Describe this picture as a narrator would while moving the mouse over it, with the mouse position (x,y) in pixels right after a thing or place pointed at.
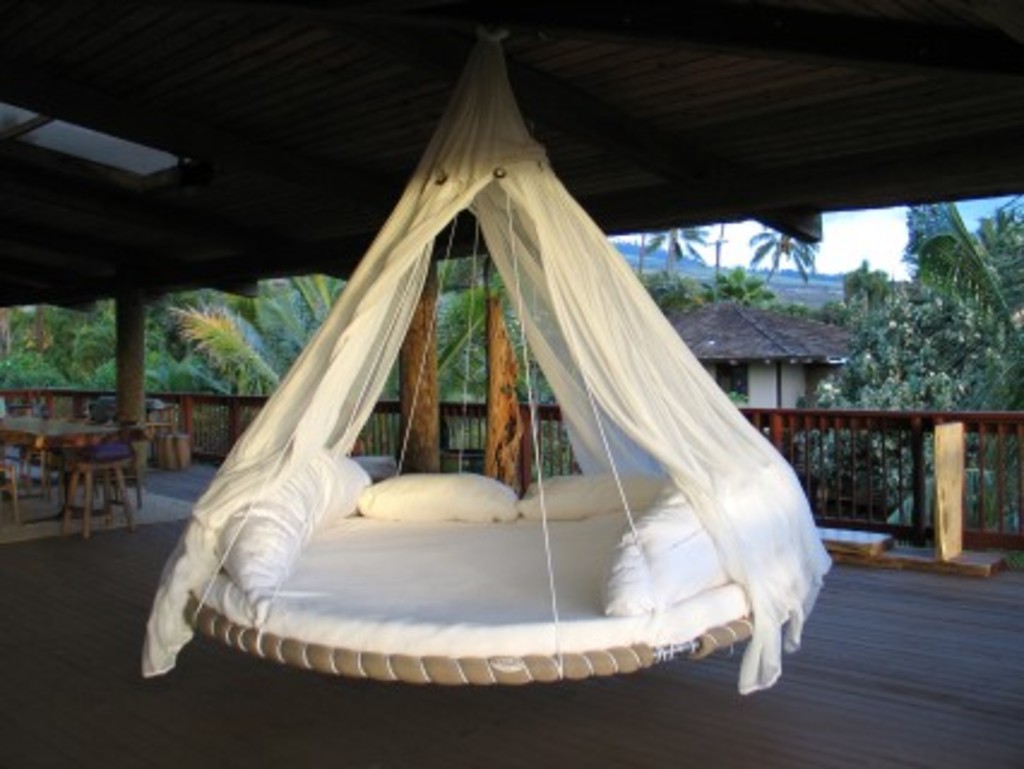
At the center of the image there is a round bed (487,518) hanging to the ceiling (451,49), on the left side of the image (59,439) there is a table (65,436) and stools (86,464) and there is a railing (44,392). In the background (781,349) there is a house (790,344), trees (898,343) and a sky (829,273).
